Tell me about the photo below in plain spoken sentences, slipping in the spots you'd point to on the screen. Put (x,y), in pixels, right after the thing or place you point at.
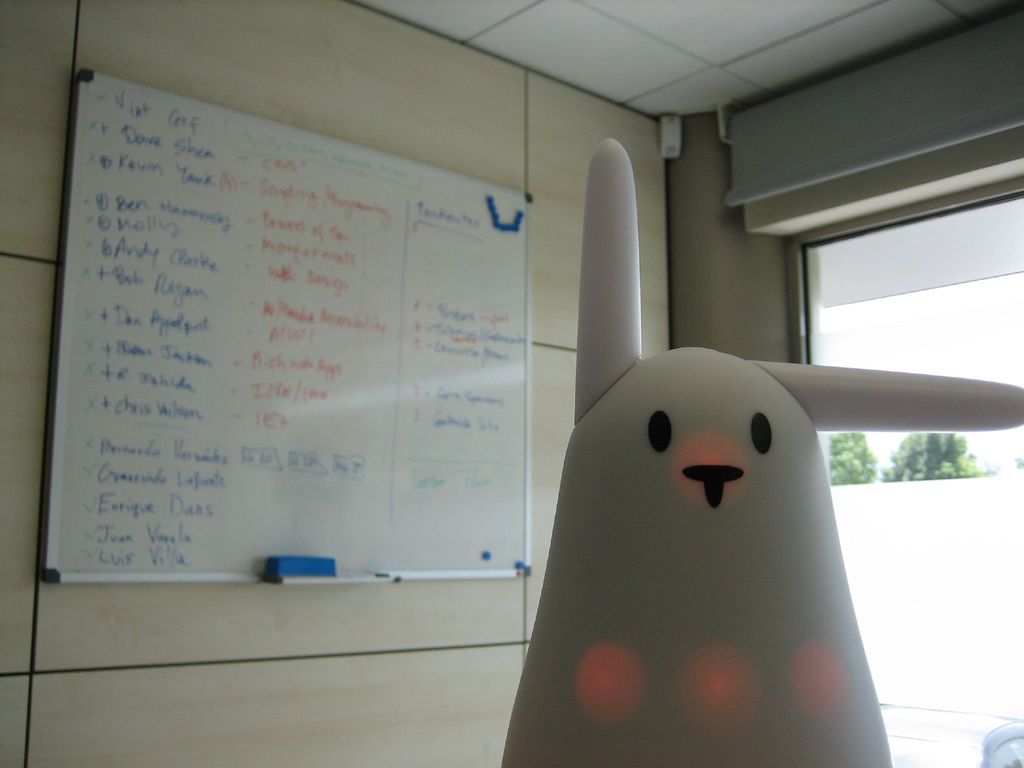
In this picture a toy (706,492) and a board (350,396) on which something written on it. On the right side (915,442) I can see trees (926,442) and window (915,307). On the board (292,582) I can see a duster (317,570).
